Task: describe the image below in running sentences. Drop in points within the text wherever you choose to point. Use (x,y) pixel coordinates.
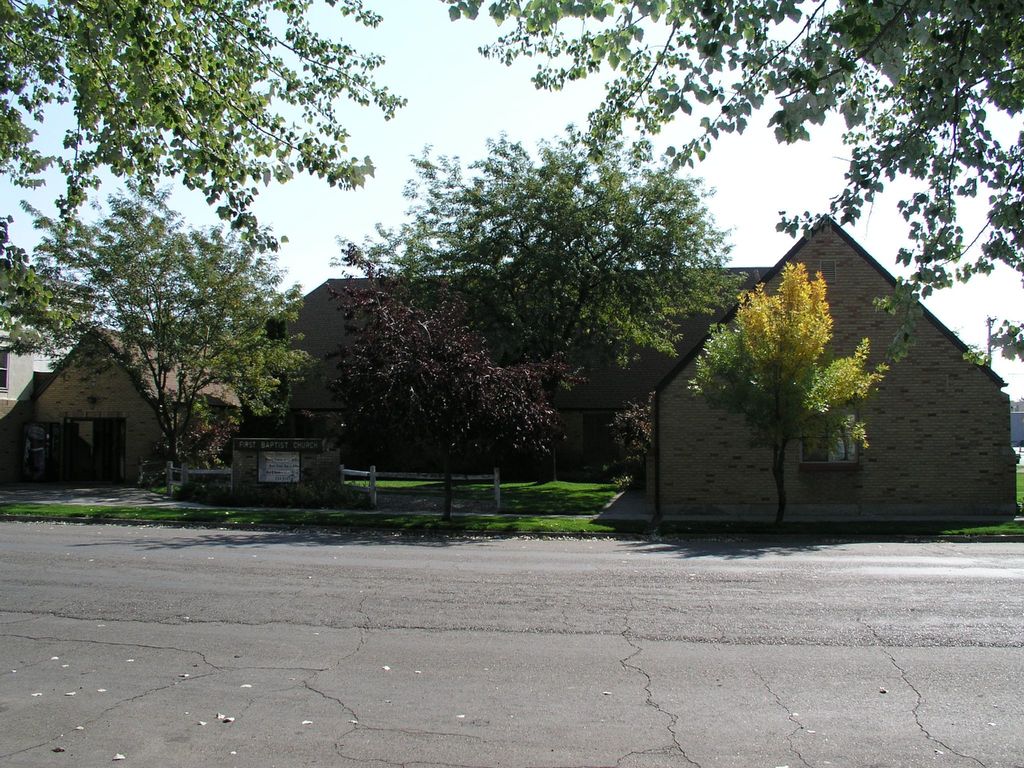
In the center of the image (438,358) we can see houses (582,422), trees (554,338), are there. At the top of the image (429,73) sky (467,95) is there. At the bottom of the image (479,626) road (457,614) is there. In the middle of the image (466,494) grass (518,505) is there.
